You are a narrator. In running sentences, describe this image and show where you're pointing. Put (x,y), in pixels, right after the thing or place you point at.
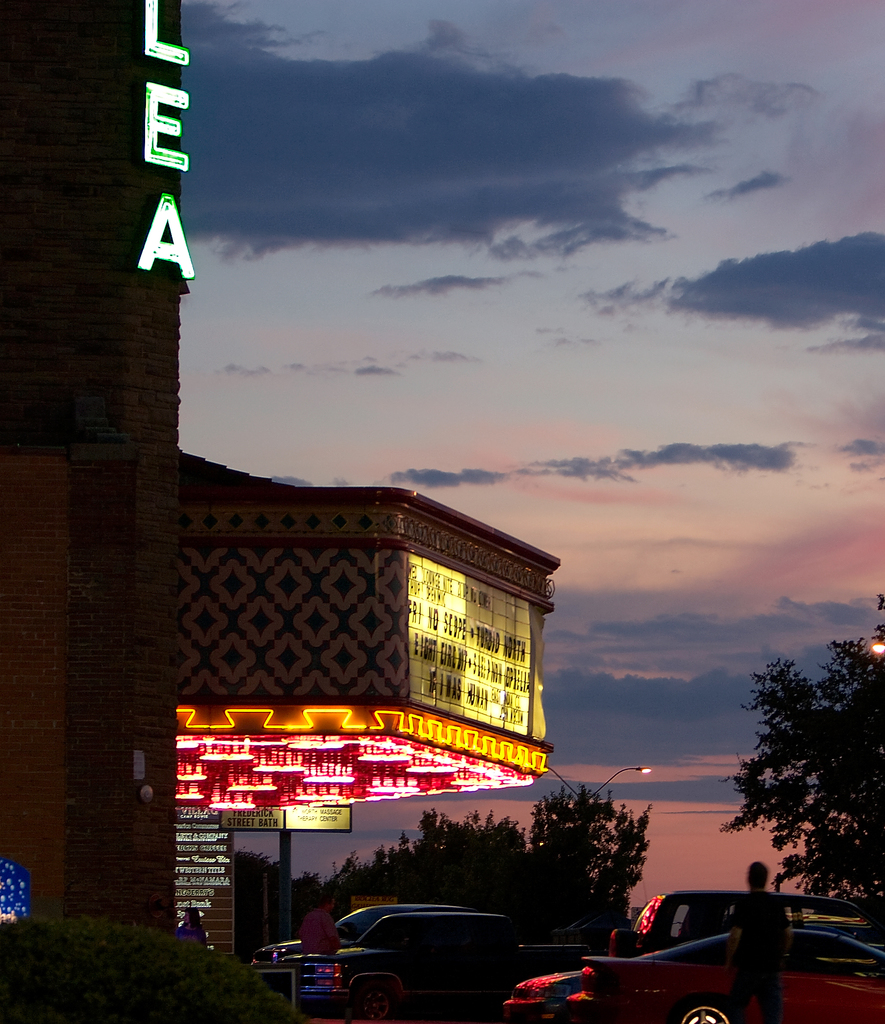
On the left side (111,253), there is a tower (111,253) on which there are letters (182,258) arranged. On the right side (801,1001), there are vehicles (349,913) on the road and there is a person (769,918) standing on the road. In the background (830,777), there is a building (511,608) which is having hoardings (237,813), there are trees (561,876), and there are clouds (483,44) in the sky (231,362).
